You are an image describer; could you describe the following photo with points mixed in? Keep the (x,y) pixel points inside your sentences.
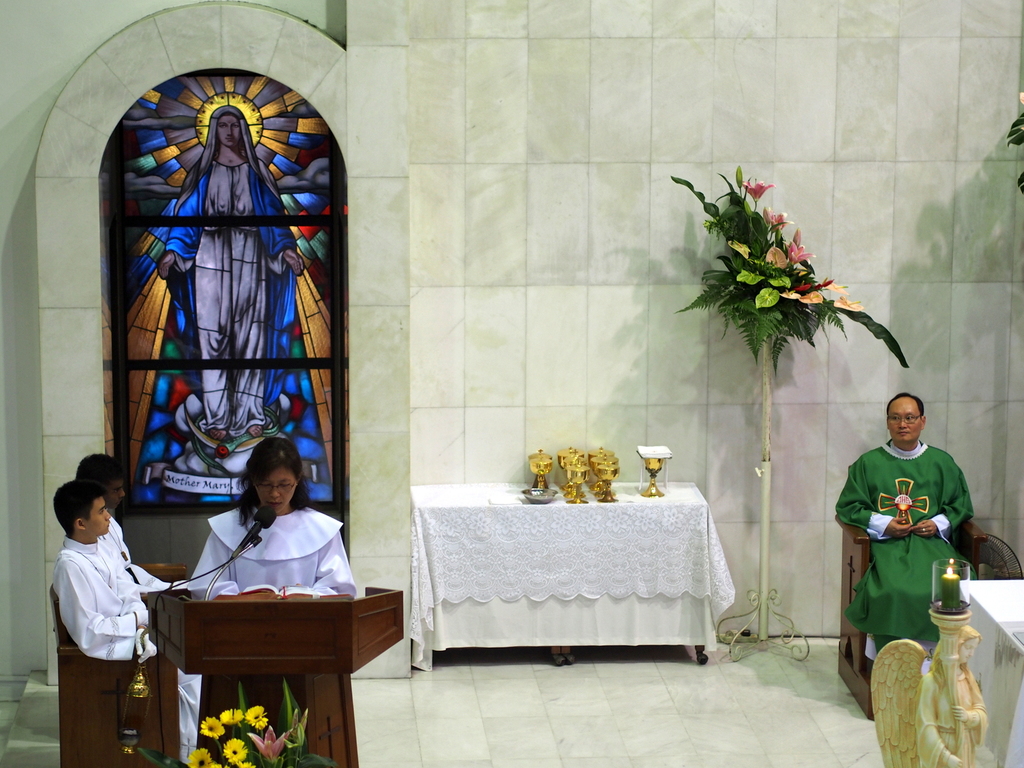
In this image, we can see a lady (297,533) standing and wearing glasses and there is a mic (238,555) and a podium (209,653). In the background (126,555), there are some other people (90,486) and we can see a board (190,242) to the wall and there are some flower bouquets (720,311) and a stand (763,539) and some other objects (601,484) and a cloth (524,547) are on the table (573,555). On the right (900,497), there is a person (881,497) sitting on the chair (861,562) and we can see a candle (951,571) which is lighted on the stand (944,666). At the bottom (540,709), there is a floor (490,699).
